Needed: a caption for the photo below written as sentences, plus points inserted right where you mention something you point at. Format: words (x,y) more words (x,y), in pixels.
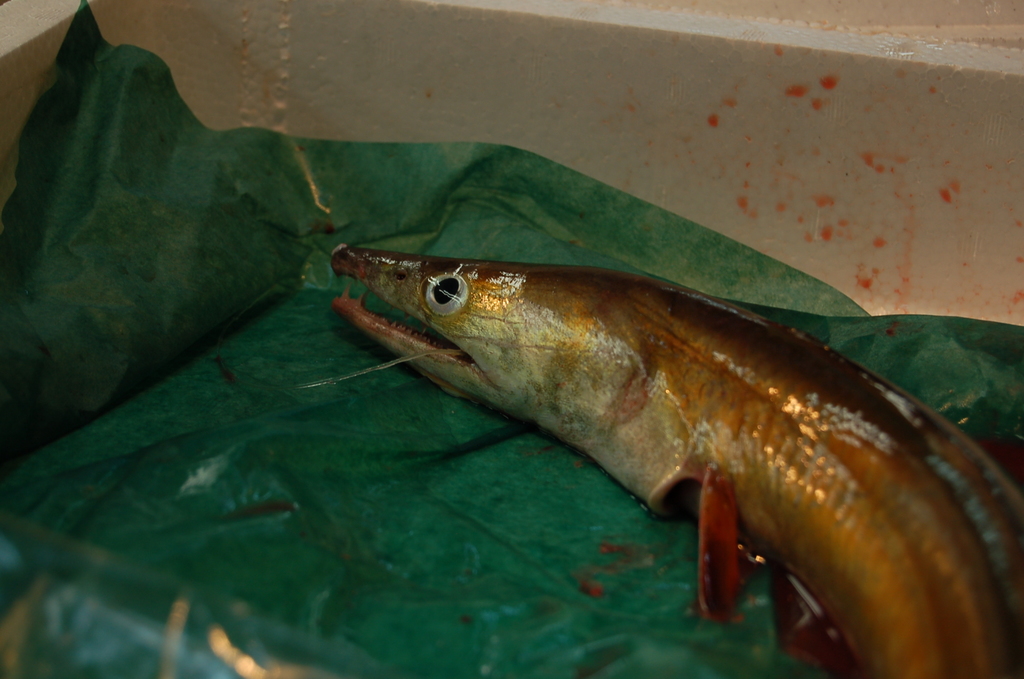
On this green surface (379,574) we can see a fish (869,549).
